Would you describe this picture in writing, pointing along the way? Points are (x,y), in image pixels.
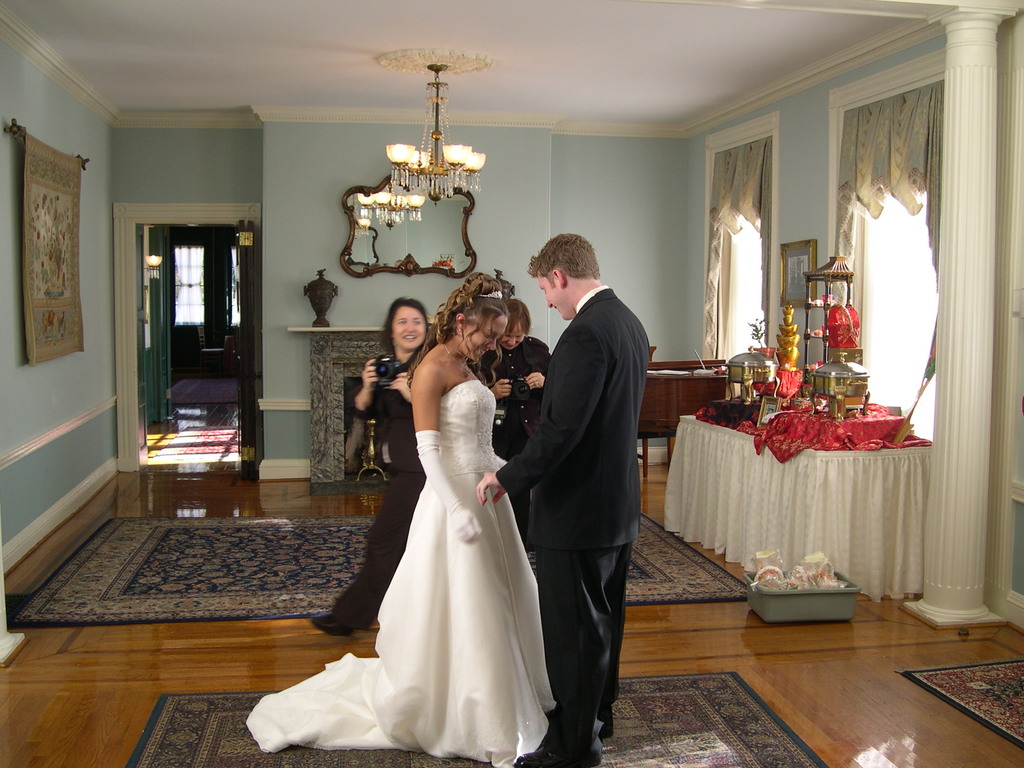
In this image I can see inside view of building (653,621) and I can see 4 persons (398,381) are standing. I can also see three of them are wearing black colour dress (554,435) and one woman (428,356) is wearing a white colour gown (498,515). I can also see two women (507,402) are holding cameras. On the floor (772,651) I can see three carpets (366,756), a container (825,598) and few things (792,579) in it. On the right side of the image (708,494) I can see a white colour pillar (961,605), a table (802,484) and number of stuffs (750,427) on it. Near the table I can see few curtains (766,228) and a frame (781,253) on the wall (791,231). On the left side of the image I can see a cloth like thing (32,203) on the wall (73,400). In the background (361,375) I can see a fireplace (361,375), a mirror (453,263), a light (481,163) and a brown colour table (671,402). I can also see a pot like thing (322,321) in the background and on the top side of the image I can see a ceiling chandelier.
